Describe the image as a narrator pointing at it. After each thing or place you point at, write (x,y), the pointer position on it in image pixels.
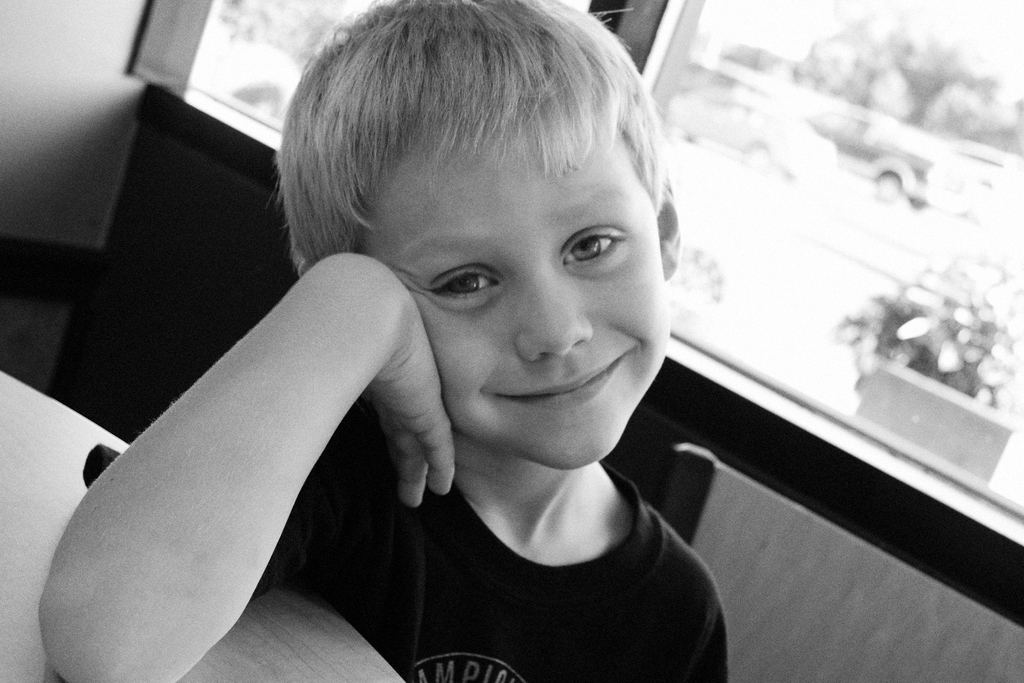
There is a boy (487,513), this is table (264,642) and a chair (856,629), these are cars (860,149).
